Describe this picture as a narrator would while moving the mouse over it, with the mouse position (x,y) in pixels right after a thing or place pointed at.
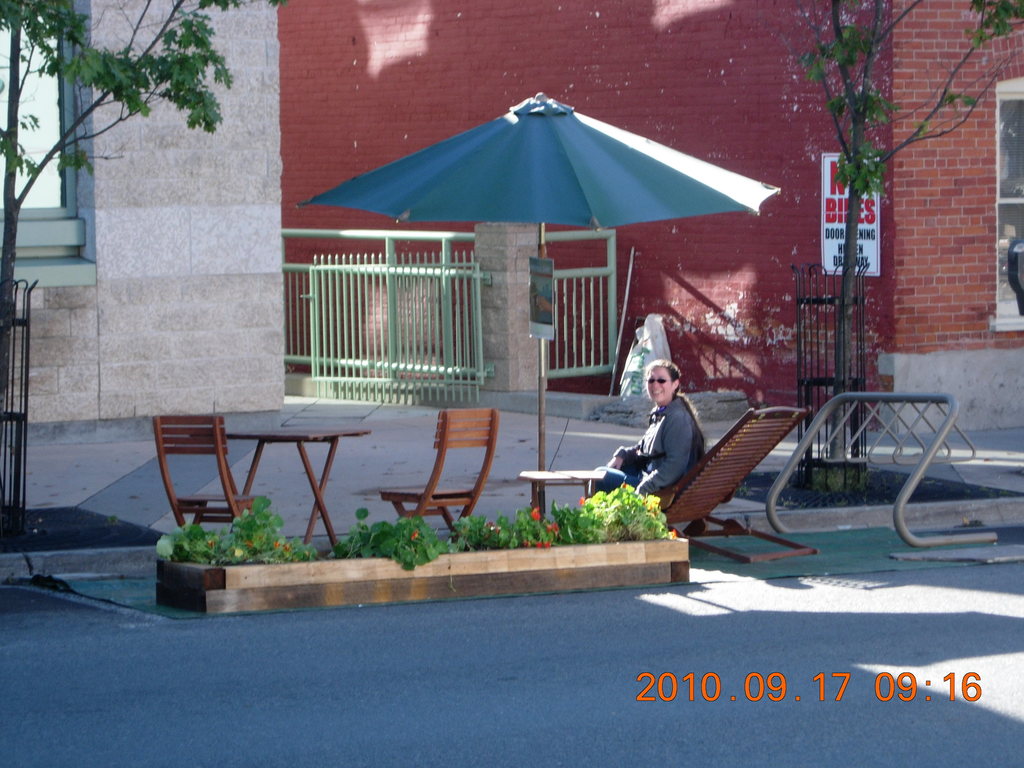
In this picture we can see woman (653,483) sitting on chair (688,498) and smiling she is under umbrella (563,214) and in background (354,264) we can see fence (332,308), wall (368,80), tree (104,102), window (40,53), table (256,450), chair (438,467), flower pot (347,573), banner (836,268).
